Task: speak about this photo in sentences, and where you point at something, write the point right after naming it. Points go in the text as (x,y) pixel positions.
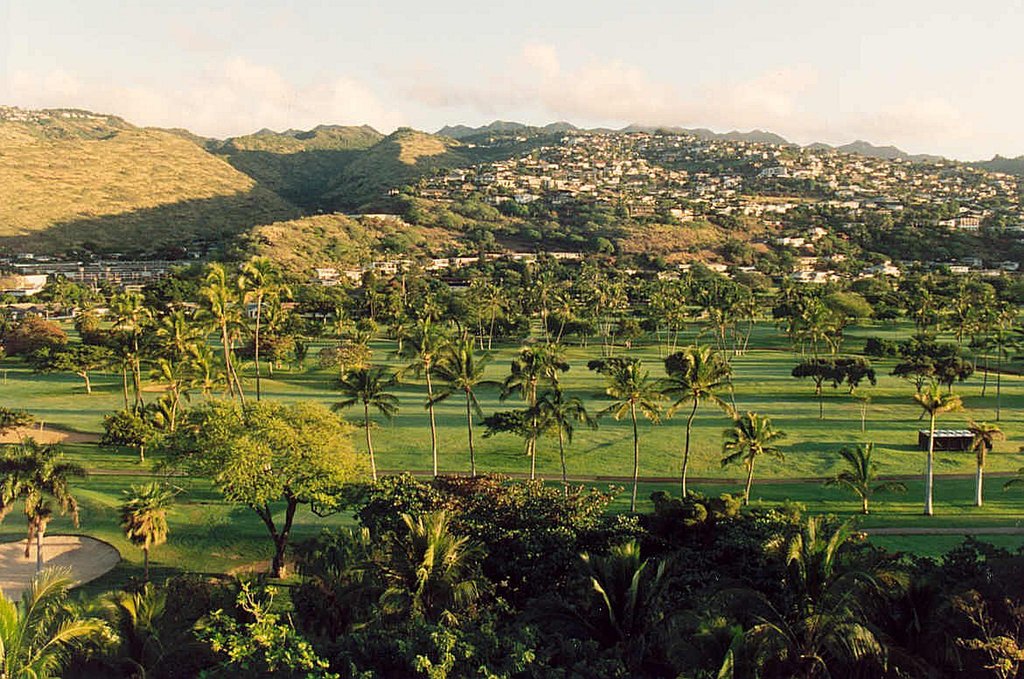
In this image I can see many trees (505,413). In the background (358,229) I can see the houses (542,187), mountains (414,185), clouds (496,108) and the sky (646,78).
